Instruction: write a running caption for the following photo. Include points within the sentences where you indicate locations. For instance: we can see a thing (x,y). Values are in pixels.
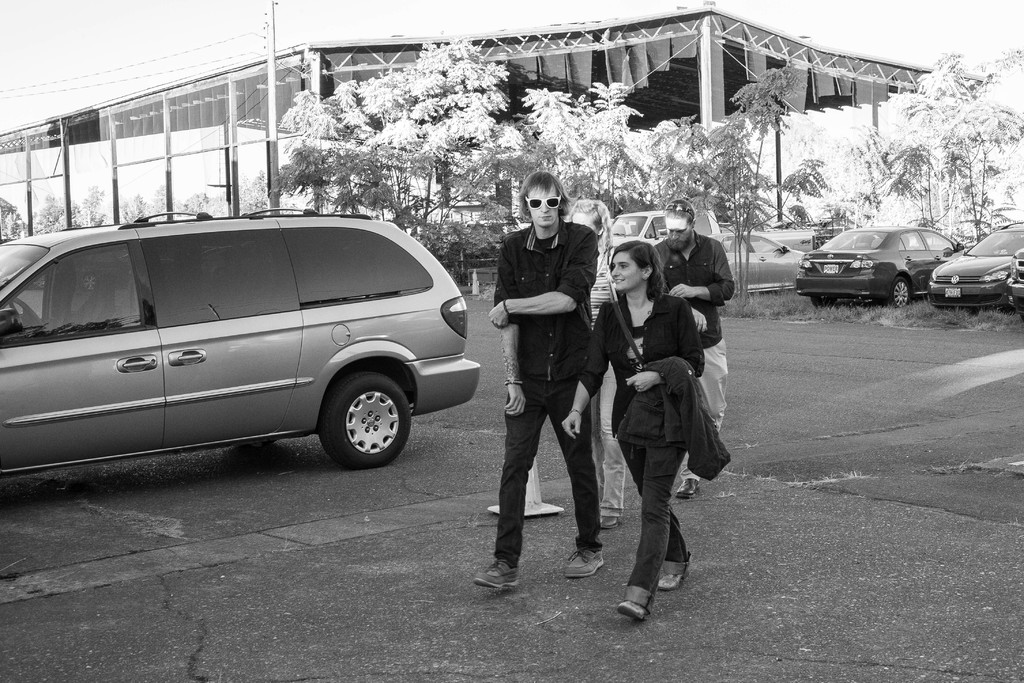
In this image I can see group of people (713,392) walking, background (926,274) I can see few vehicles (726,243), trees (507,100) and I can also see the shed (472,42) and the image is in black and white.
